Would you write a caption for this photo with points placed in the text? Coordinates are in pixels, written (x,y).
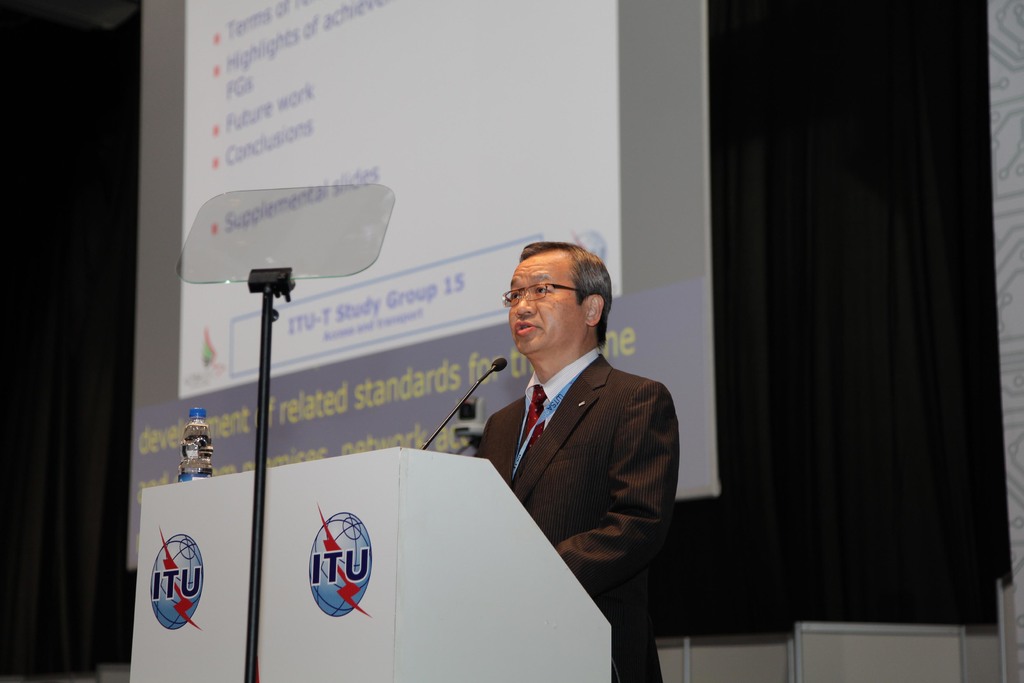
In this image in the middle (554,370), there is a man (569,408), he wears a suit (585,436), shirt (569,367), tie (527,423), in front of him there is a podium (391,539), mic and bottle (194,472). In the background (238,431) there is screen (228,447) and poster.
